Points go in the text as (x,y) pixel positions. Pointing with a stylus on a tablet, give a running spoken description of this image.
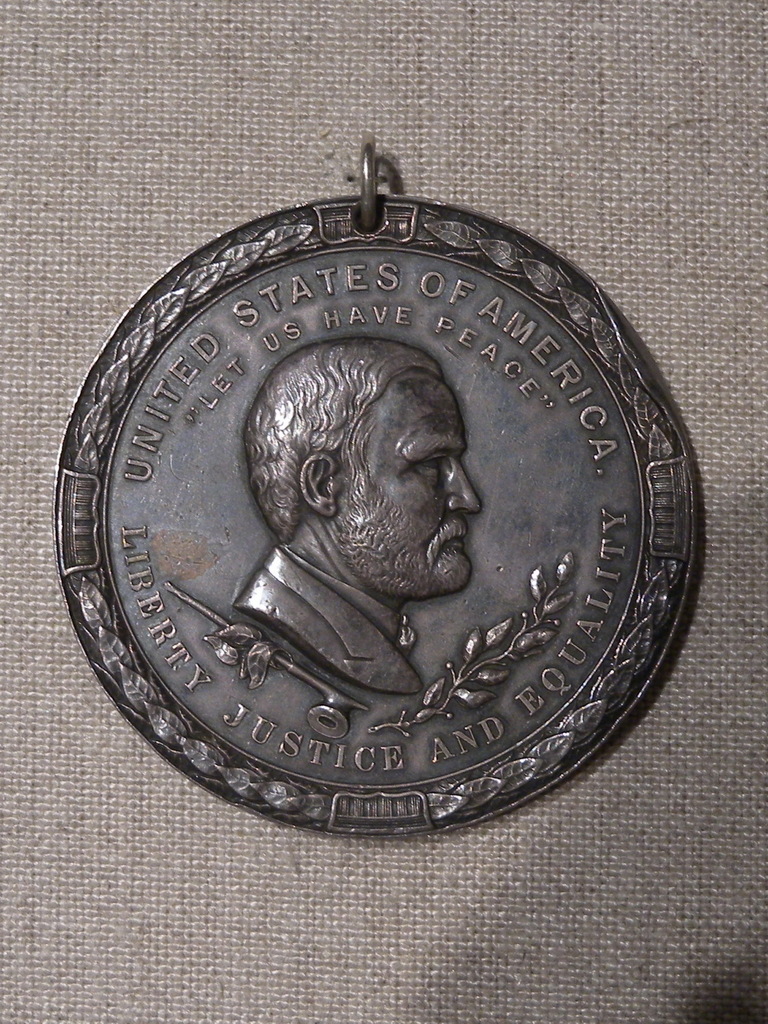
In this image, we can see a coin (269,631) on the cloth (329,70). Here we can see metal object (366,177). On the coin (398,619), we can see some text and carvings (350,421).
